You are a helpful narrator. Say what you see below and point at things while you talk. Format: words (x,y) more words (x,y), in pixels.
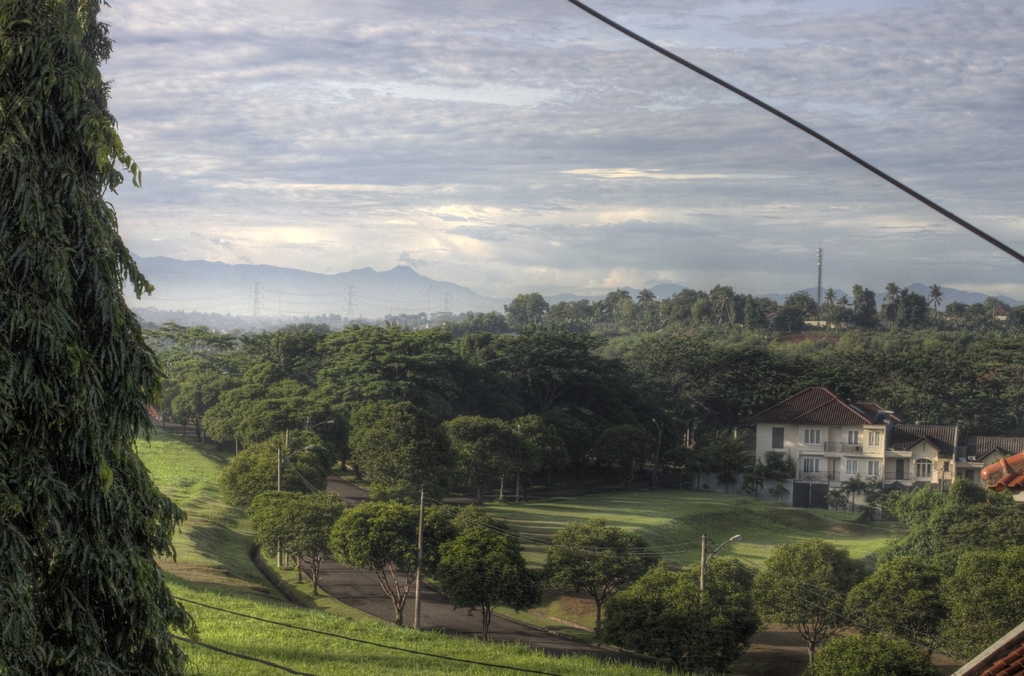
In this image there are trees (512,345) and a house (814,454), in the background (316,272) there is a mountain (341,280) and the sky (656,197).
